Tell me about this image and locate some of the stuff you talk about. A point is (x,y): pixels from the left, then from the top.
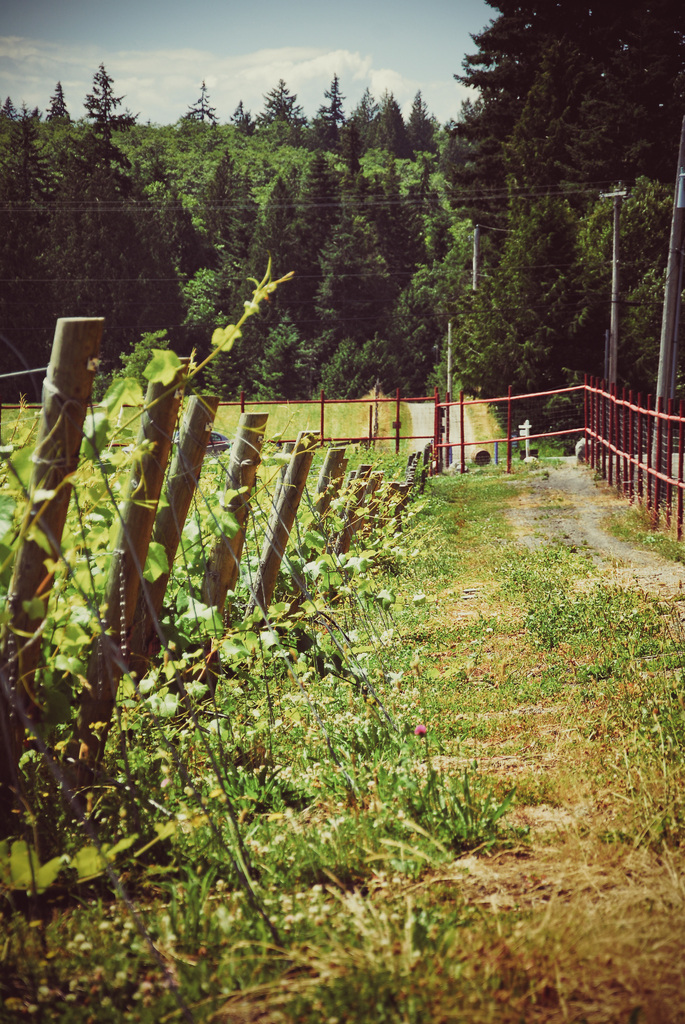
In this image in the center (350,503) there is a fence (143,590) and some poles (666,365), at the bottom (327,856) there is grass (251,809) and some plants (309,475), and in the background (451,258) there are trees (228,199). At the top (165,51) there is sky (257,55).
